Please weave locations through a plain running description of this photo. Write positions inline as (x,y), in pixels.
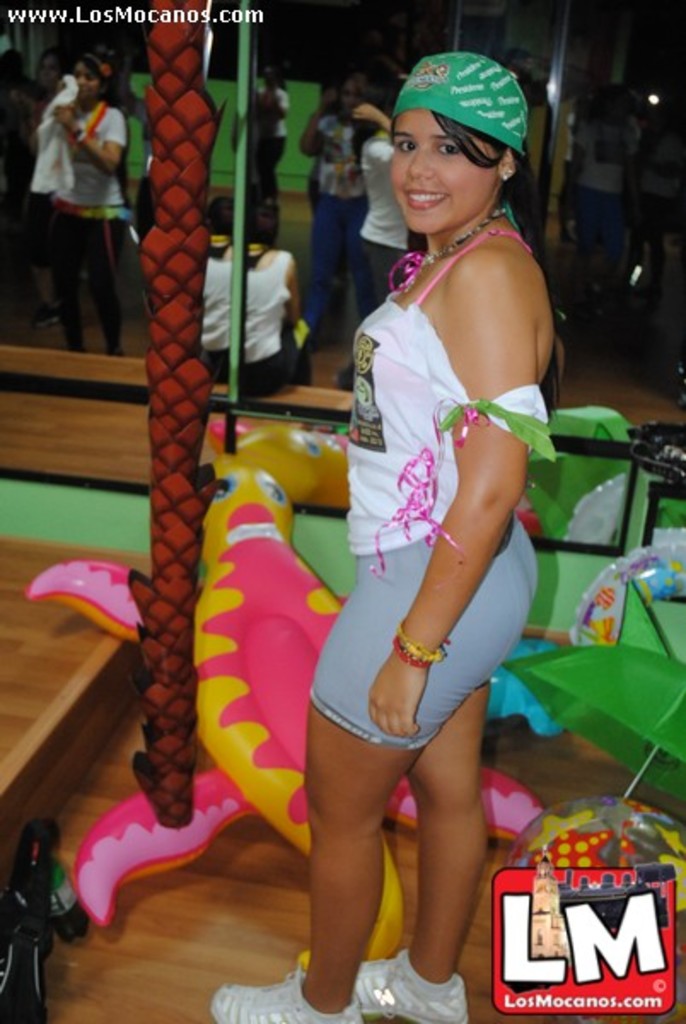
In this image I can see a woman (309,755) standing and posing for the picture. I can see a balloon toy (211,702) in front of her. I can see a mirror (253,37) at the top of the image (254,92). In the top left (16,12) and bottom right corners I can see some text (239,22).
